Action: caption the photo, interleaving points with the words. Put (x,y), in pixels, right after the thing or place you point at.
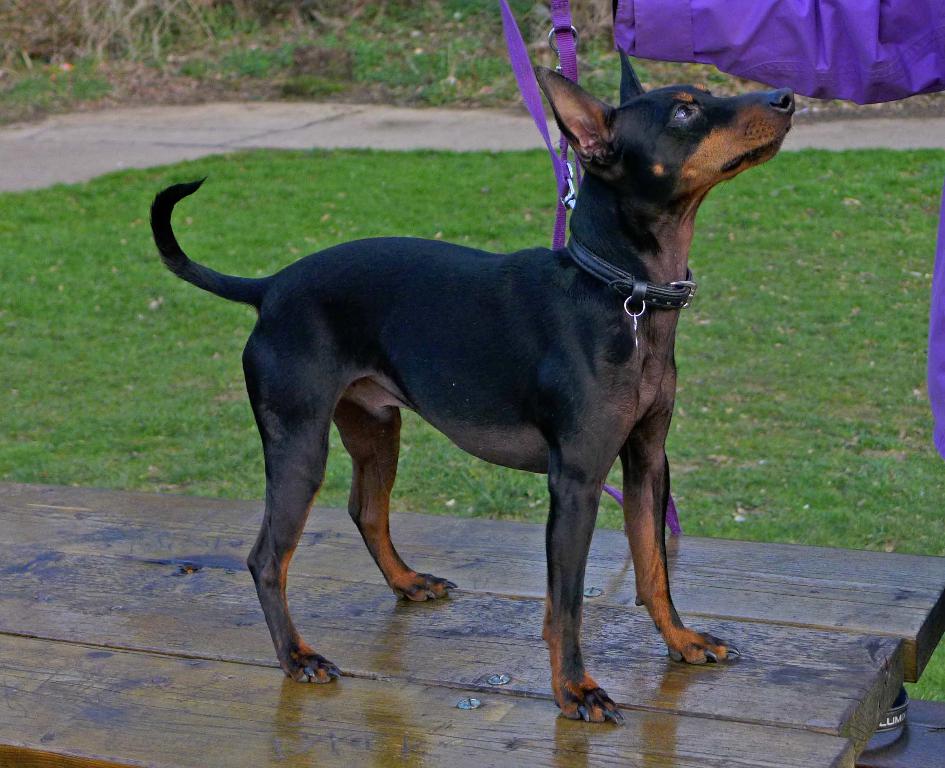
In this image, we can see a dog (681,646) on the wooden surface (665,666). We can also see some cloth (735,19) on the right side (908,79). We can see the ground (811,384). We can see some grass (780,438), plants (401,66).
